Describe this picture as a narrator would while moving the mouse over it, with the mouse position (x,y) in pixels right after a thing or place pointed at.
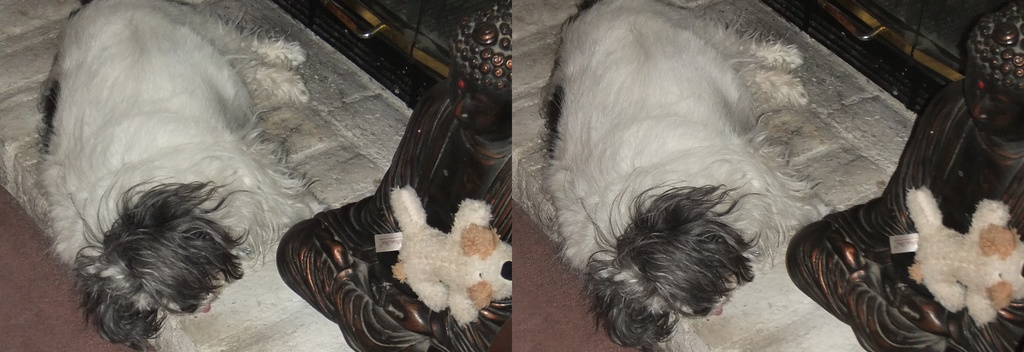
This image is a collage. In this image we can see a dog (201,139) lying on the surface (27,38). We can also see a toy (470,243) on some object (480,180). Carpet (30,279) is also visible.
